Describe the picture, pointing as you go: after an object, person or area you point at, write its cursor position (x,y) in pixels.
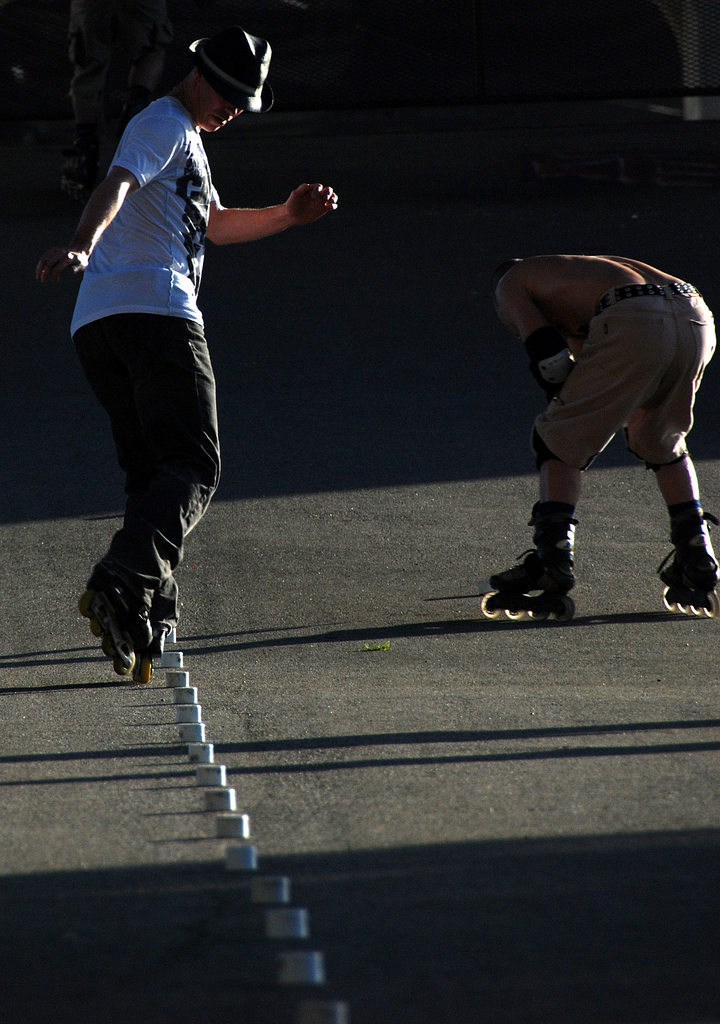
In this image I can see on the left side (120,458) a man (126,529) is skating, he wore t-shirt (180,261), trouser (207,412), hat (205,65). On the right side (675,347) there is another person (596,368) also skating, in the middle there are white color things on the road (408,636).
